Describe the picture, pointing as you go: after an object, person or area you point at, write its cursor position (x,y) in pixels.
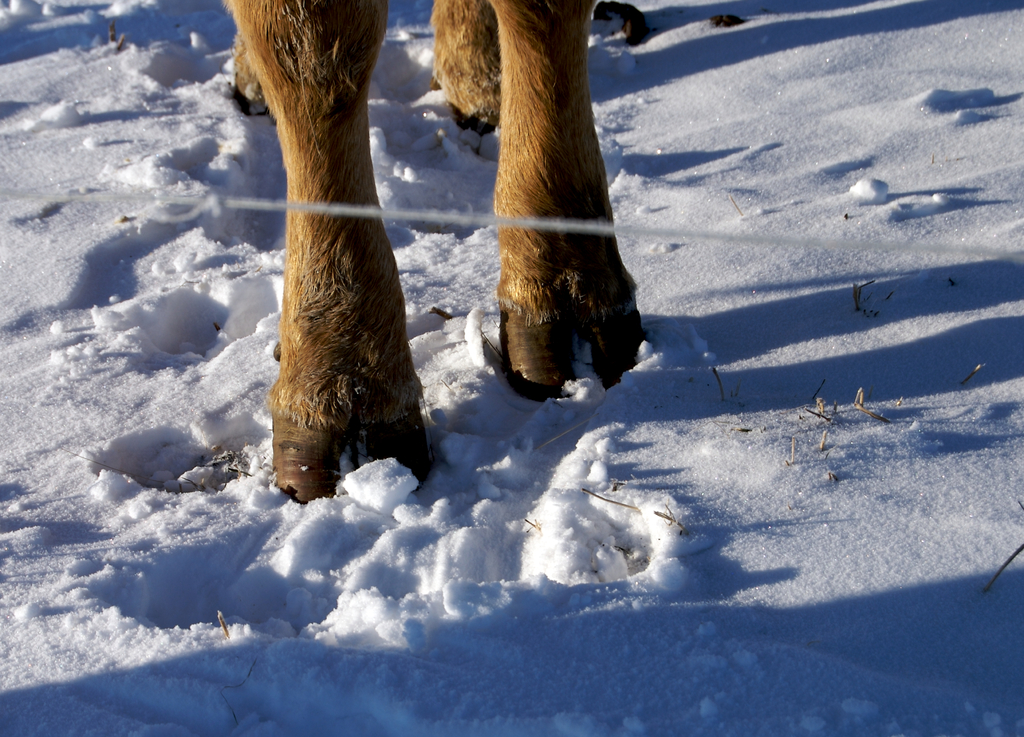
In this image we can see the animal legs (346,219) and in the background (662,40) we can see the snow (800,346).
